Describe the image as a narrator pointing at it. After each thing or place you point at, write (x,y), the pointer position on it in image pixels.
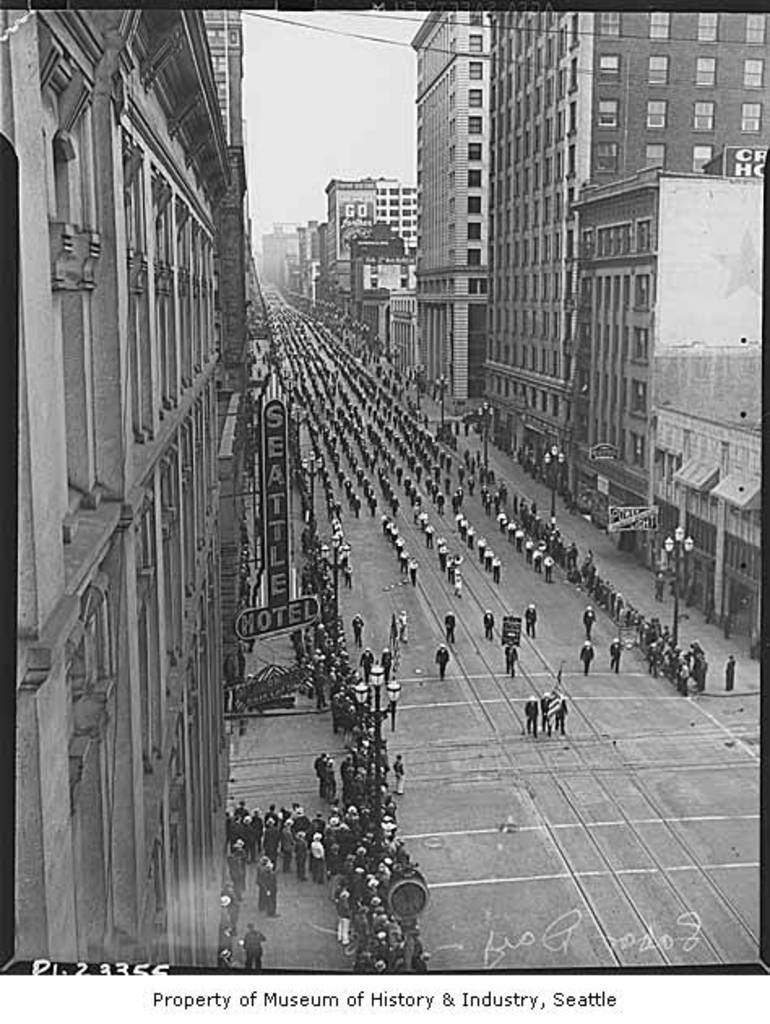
It's a black and white image, many people (434,490) are walking on this road (522,790). There are buildings (505,239) on either side of this road (350,534).
